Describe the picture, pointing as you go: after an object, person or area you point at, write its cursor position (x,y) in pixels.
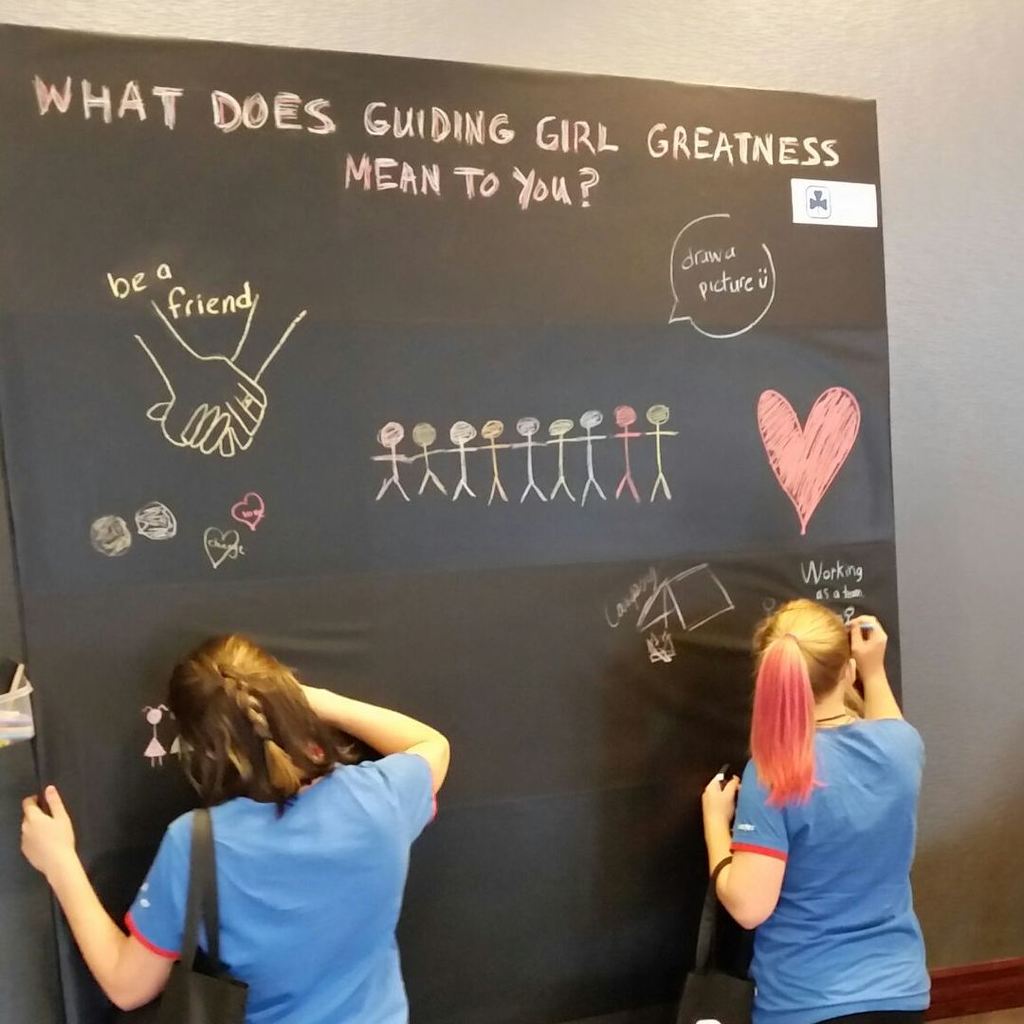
In this image I can see two women (320,868) are facing towards the black banner (544,855). We can see drawings (825,448) and something is written on the black banner (508,297). In the background (898,431) there is a white wall (941,411). These two women (766,1000) wore bags (187,1023).
